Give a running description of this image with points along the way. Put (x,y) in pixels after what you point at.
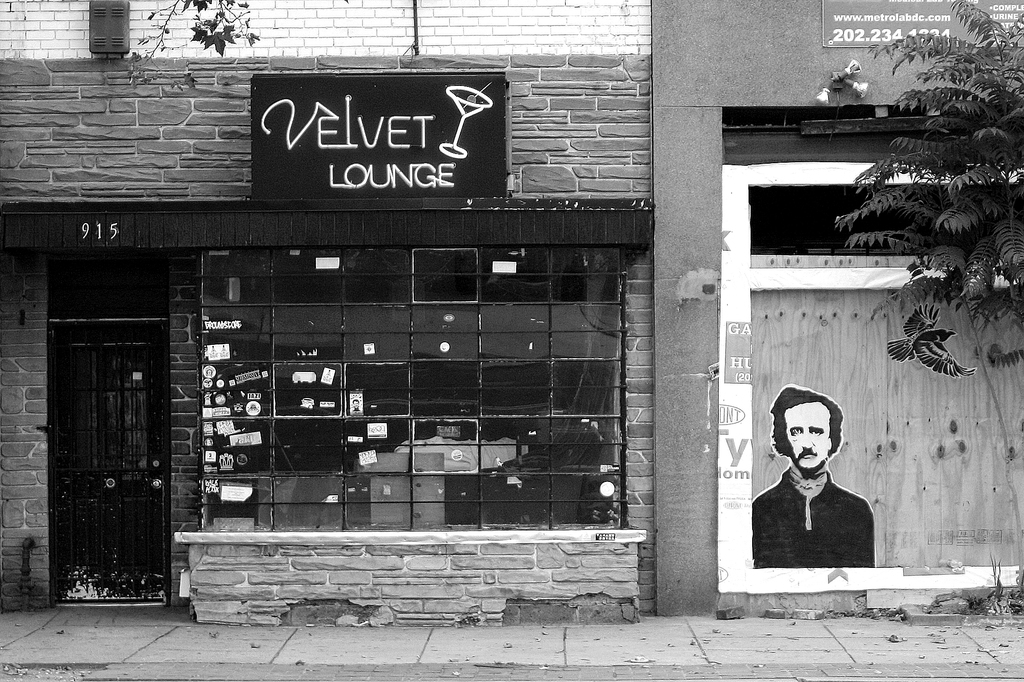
As we can see in the image there are buildings (588,105), poster (322,142), gate (132,333), window (215,459) and tree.
